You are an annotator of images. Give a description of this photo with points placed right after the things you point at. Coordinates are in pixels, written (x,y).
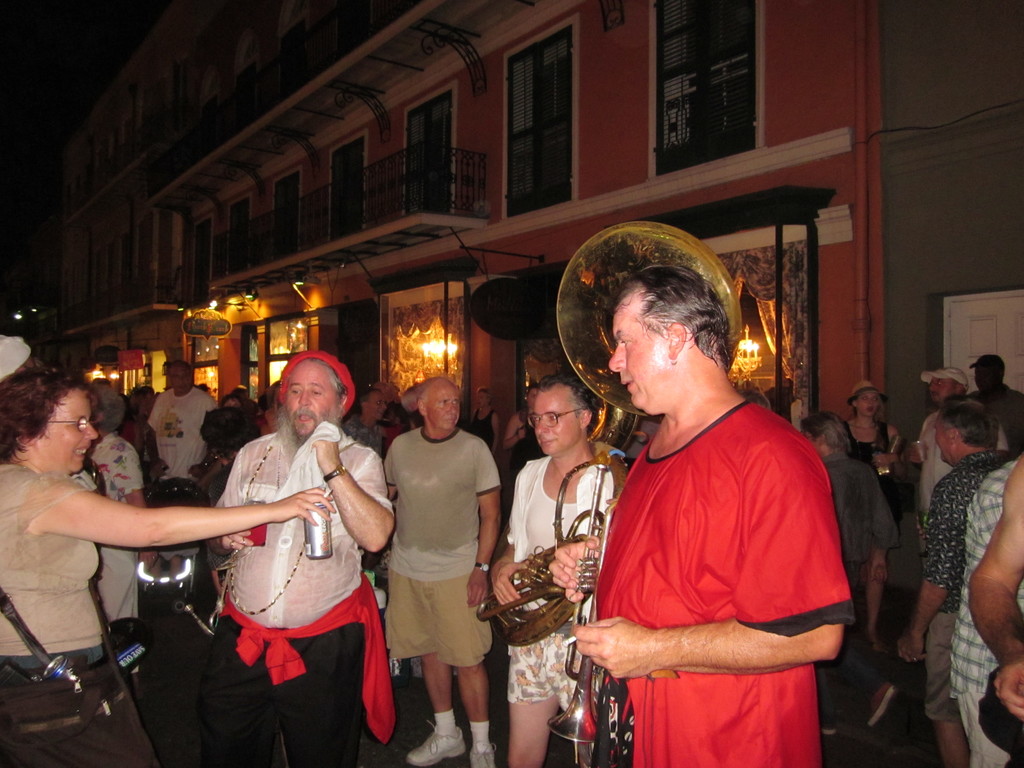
In the left side (149,536) a woman (91,650) is standing. On the right side (709,320) a man (693,586) is standing. He wore a red color t-shirt (752,563), few other people (294,440) are also standing. In the middle (411,261) it's a building (465,249).
